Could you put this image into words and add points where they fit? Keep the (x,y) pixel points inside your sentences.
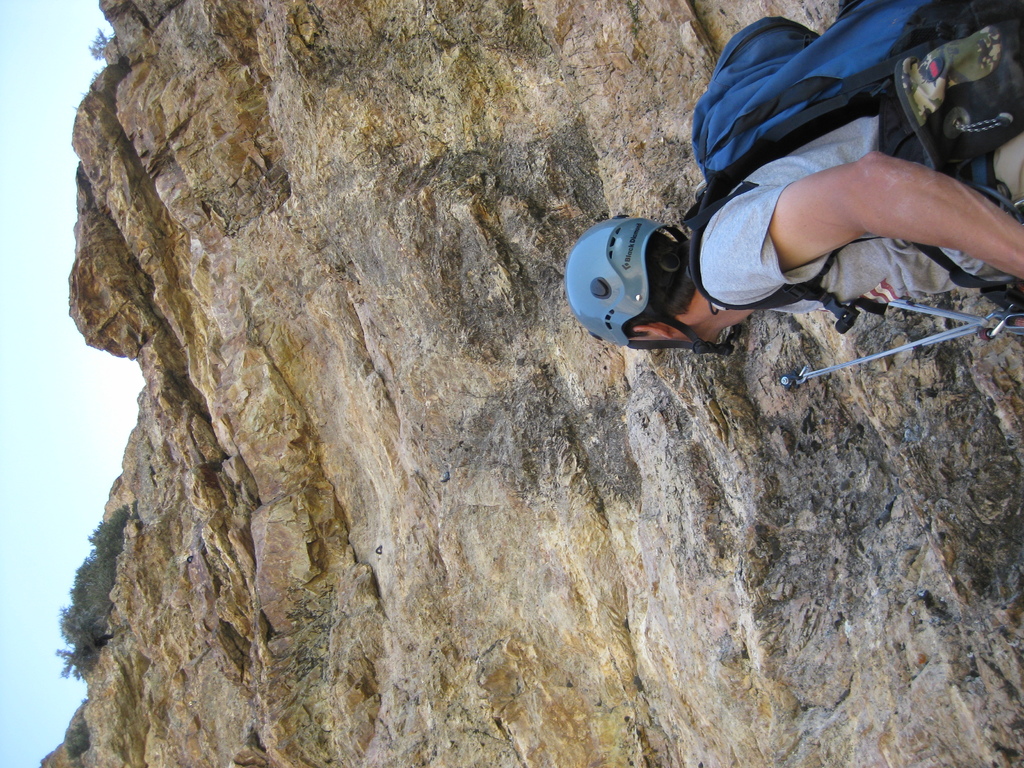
In the image there is a person (733,260) standing in front of a hill (809,661) and he is wearing a bag (717,206) and a helmet (690,344) and he is looking at the rock (525,334).
